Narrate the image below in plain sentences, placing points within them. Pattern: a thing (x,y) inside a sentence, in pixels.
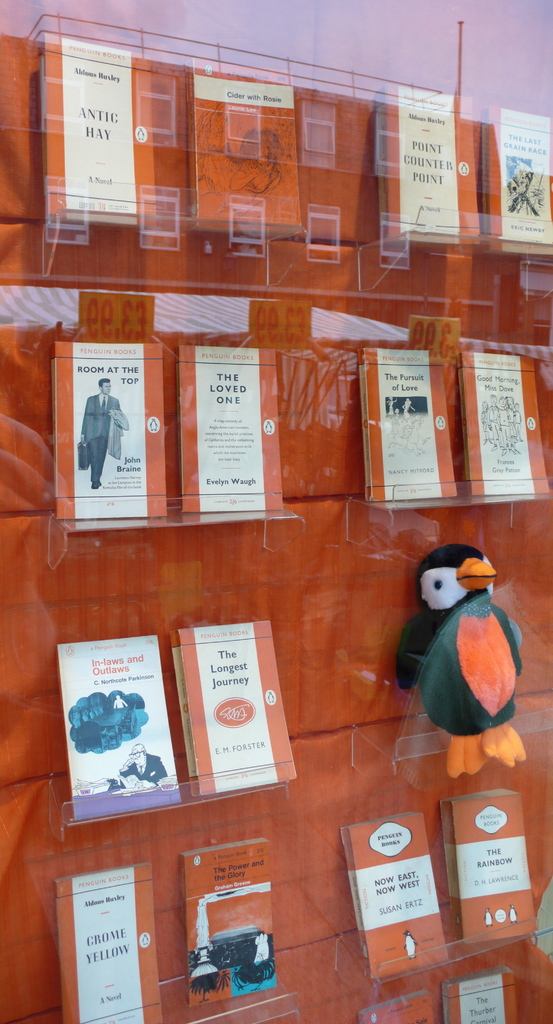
In this image I can see there are books (154,1000) in the glass racks (263,543). On the right side (481,561) there is the doll (510,638) in the shape of a bird (487,711).
